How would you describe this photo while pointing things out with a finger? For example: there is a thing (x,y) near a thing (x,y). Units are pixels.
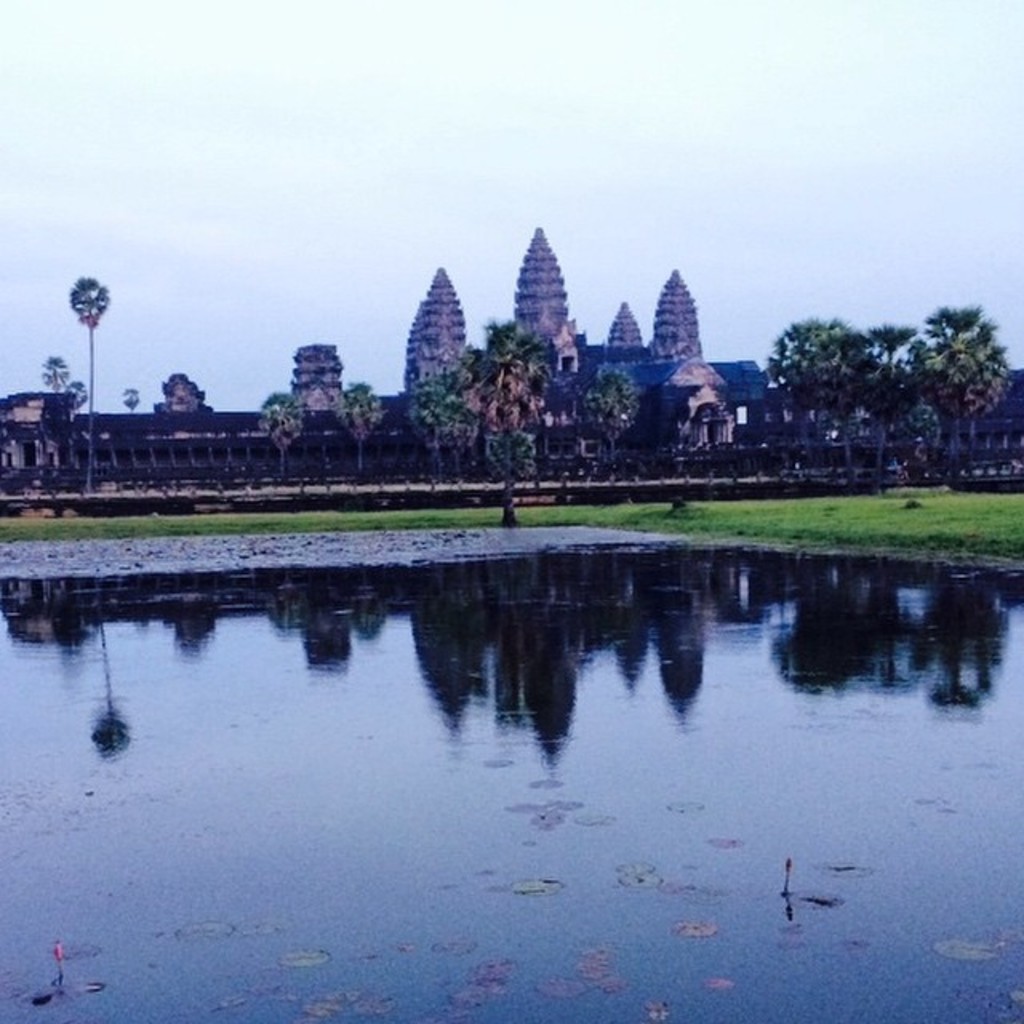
In this picture we can see water (638,745), in the background (866,398) we can find few trees (533,457), grass (982,526) and buildings (559,417).
